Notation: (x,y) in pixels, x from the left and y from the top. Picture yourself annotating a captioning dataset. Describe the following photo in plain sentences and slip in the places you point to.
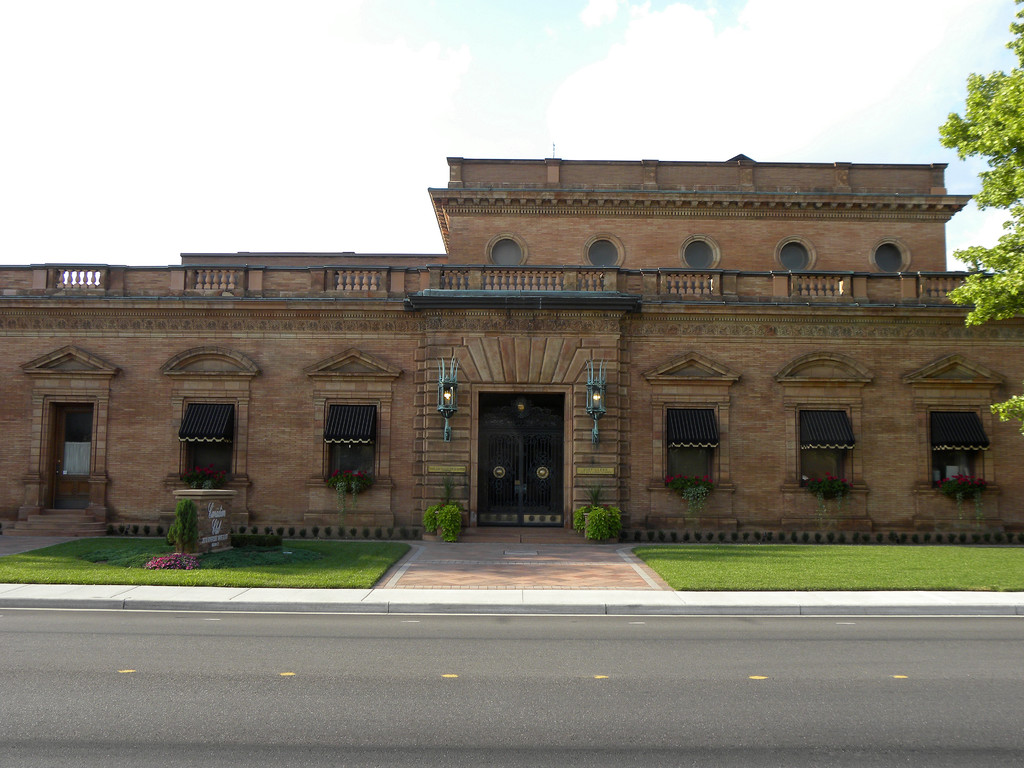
In this picture I can see a building (835,321), there are lights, grass (299,562), plants (978,535), there is a tree (1007,95), and in the background (538,58) there is sky (703,32).
